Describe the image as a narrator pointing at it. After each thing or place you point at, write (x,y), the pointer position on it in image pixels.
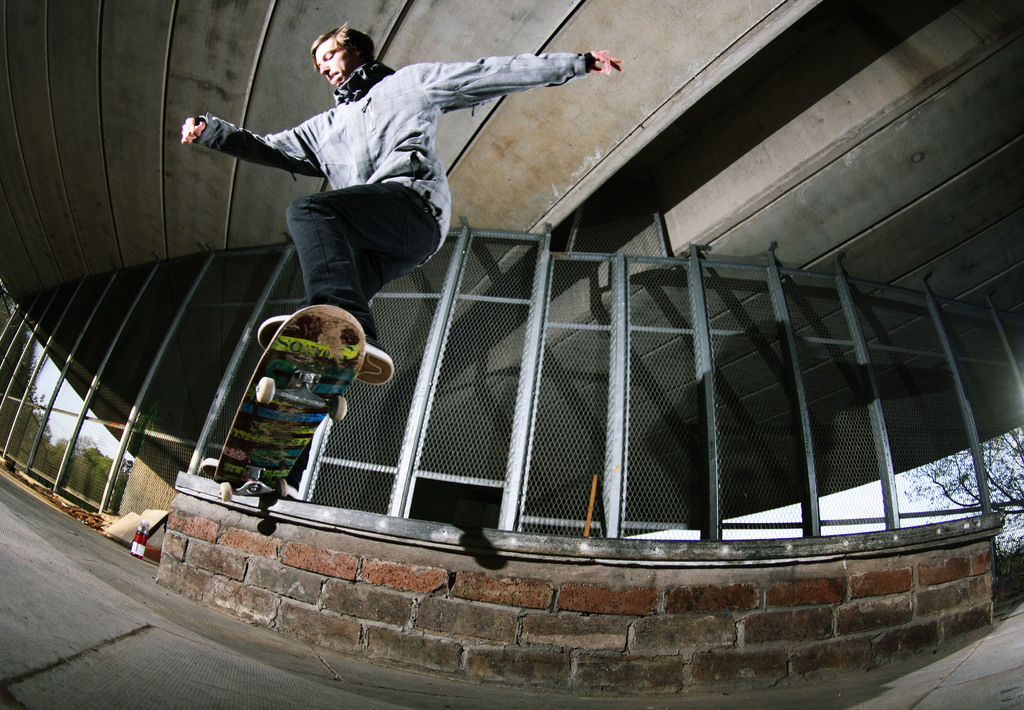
In this image a person (441,182) is jumping in the air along with the skateboard (235,438). Bottom of the image (378,668) there is a floor (64,676) having a wall (543,574) which is having a fence (500,489) on it. Left side (135,536) there is a bottle (136,552) and few objects (122,534) are on the floor (92,579). Behind the fence (63,477) there are few trees (50,449). Right bottom there are few trees (970,476) and plants (1007,578).
